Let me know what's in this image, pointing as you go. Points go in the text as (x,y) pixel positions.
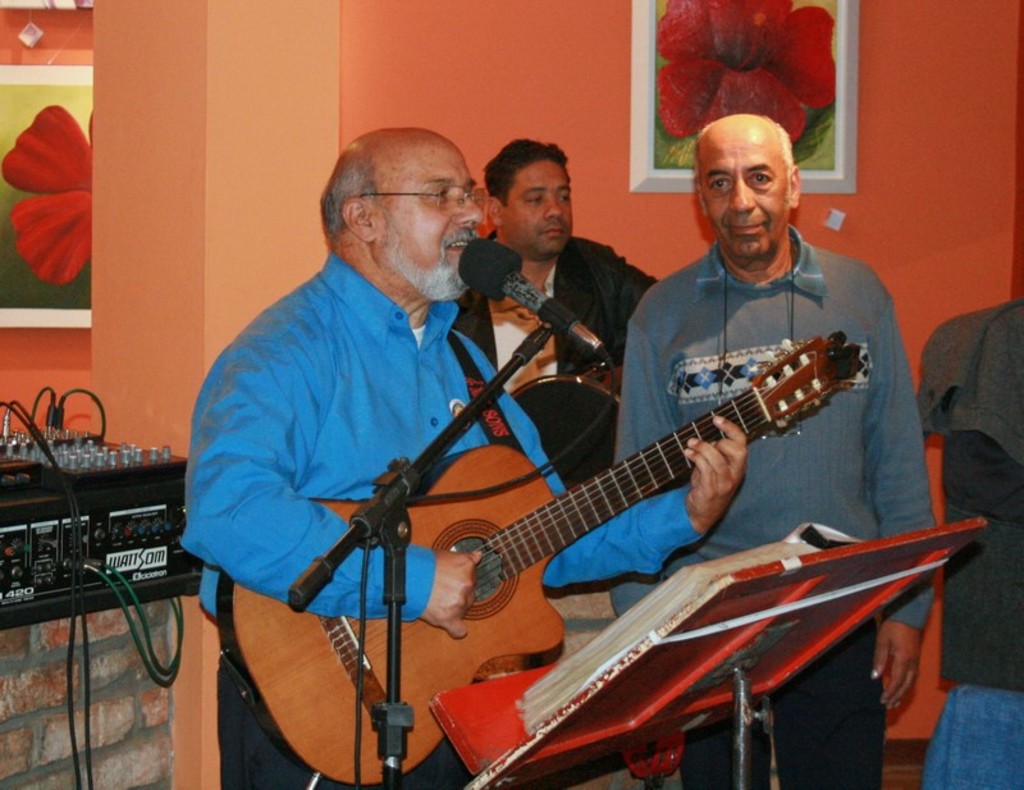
In this picture there are three men (726,424). The men (320,365) with the blue shirt (318,396) is playing guitar (494,557) and singing song, in front of there is a book (639,614). To his left hand side there is man (770,437) standing and he is smiling. At the back of him there is man (570,249). At the back of them we can see a wall (514,105) which is in orange color. There is frame (707,53) with flower (772,54). Into their left most corner we can see a radio box (60,533). And we can also see a pillar (171,273).
